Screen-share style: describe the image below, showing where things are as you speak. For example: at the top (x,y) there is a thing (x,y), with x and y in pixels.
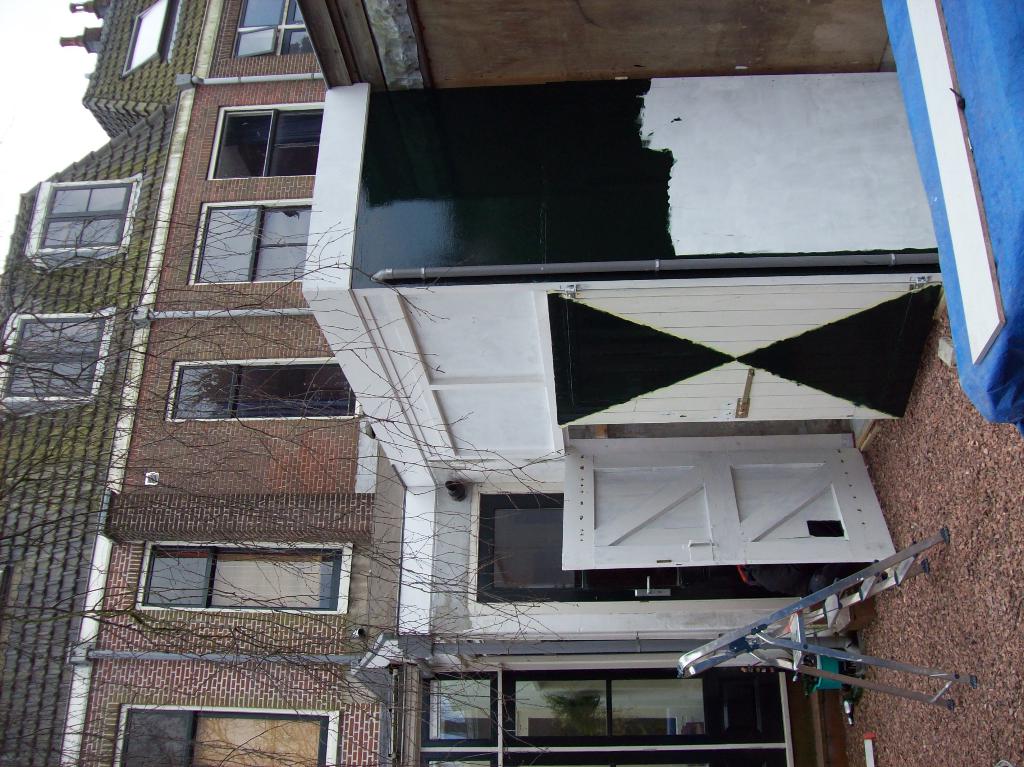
In this image I can see a door (748,520) in white color, background (187,507) I can see a building (207,511) in brown color and I can see few windows (164,607) and the sky (41,129) is in white color.
